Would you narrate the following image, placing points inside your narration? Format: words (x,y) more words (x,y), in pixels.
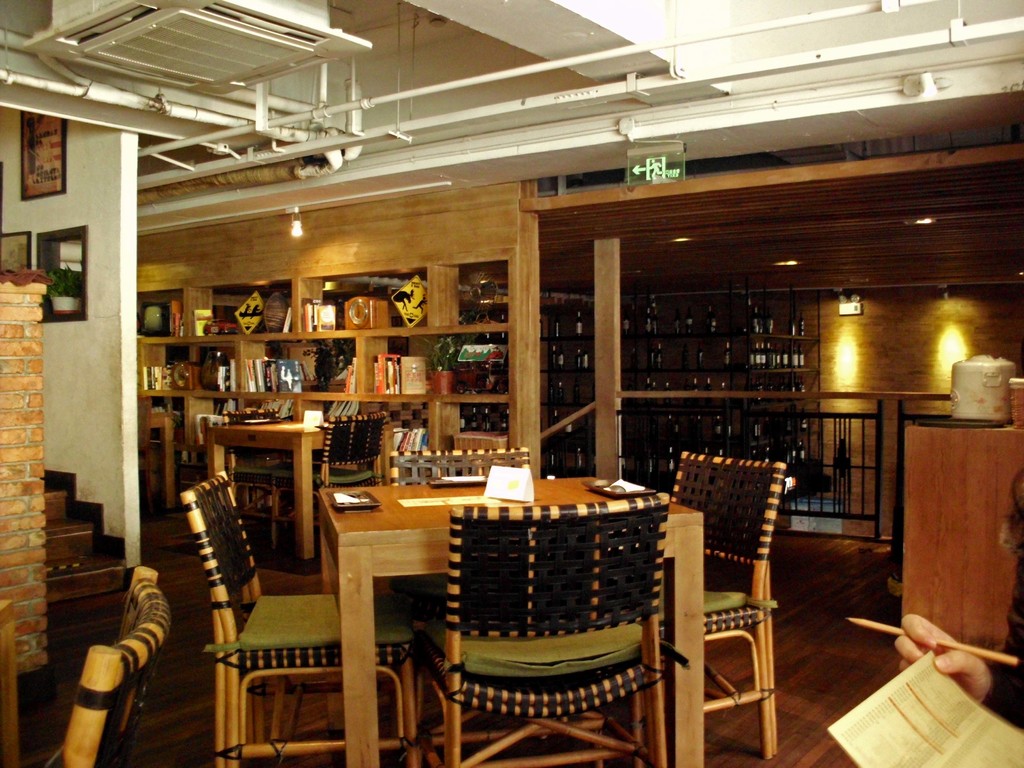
At the bottom right side of the image (989,680), we can see one human hand (971,675) holding one pen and a paper (918,725). In the center of the image (415,498) we can see one table (438,557) and chairs (218,720). On the table (430,531), we can see plates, papers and a few other objects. At the bottom left side of the image (92,698), we can see one chair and one wooden object (5,659). In the background (851,340) there is a wall (866,330), tables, chairs (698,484), shelves (452,408), books (379,370), lights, one sign board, photo frames (62,171), one plant pot (68,302), plant (54,289), banners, wine bottles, fences (817,413), one pillar (33,676), staircase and a few other objects (525,66).
